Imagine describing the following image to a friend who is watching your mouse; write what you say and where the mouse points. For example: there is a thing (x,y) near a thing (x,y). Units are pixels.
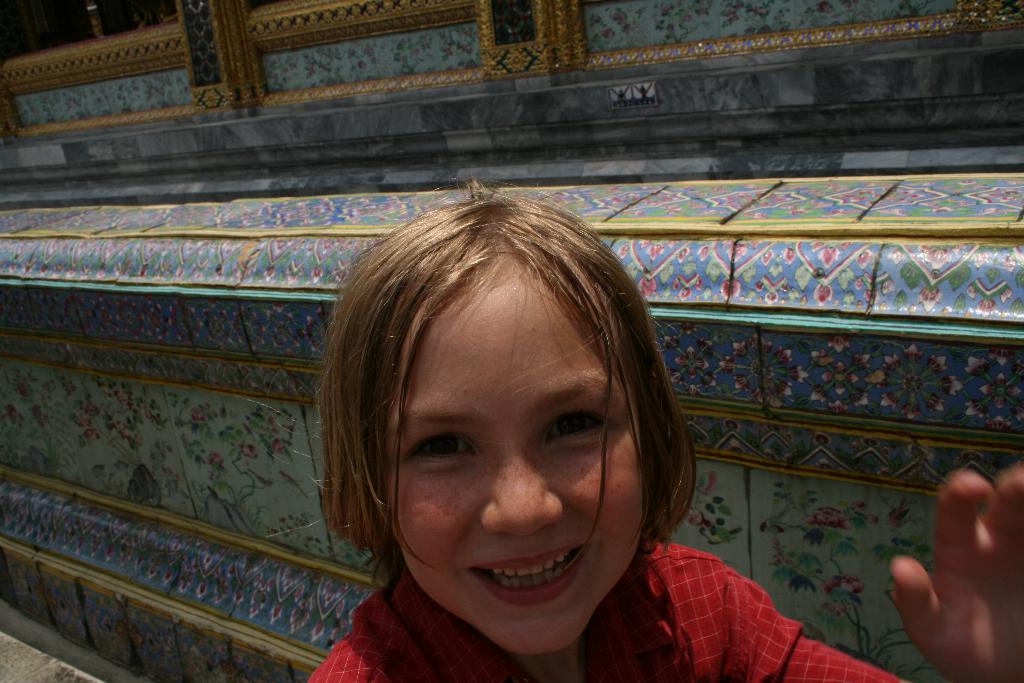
In this image I can see child (500,438) and she is wearing red color dress (708,587). Back I can see colorful building (375,65) and window (121,2).
